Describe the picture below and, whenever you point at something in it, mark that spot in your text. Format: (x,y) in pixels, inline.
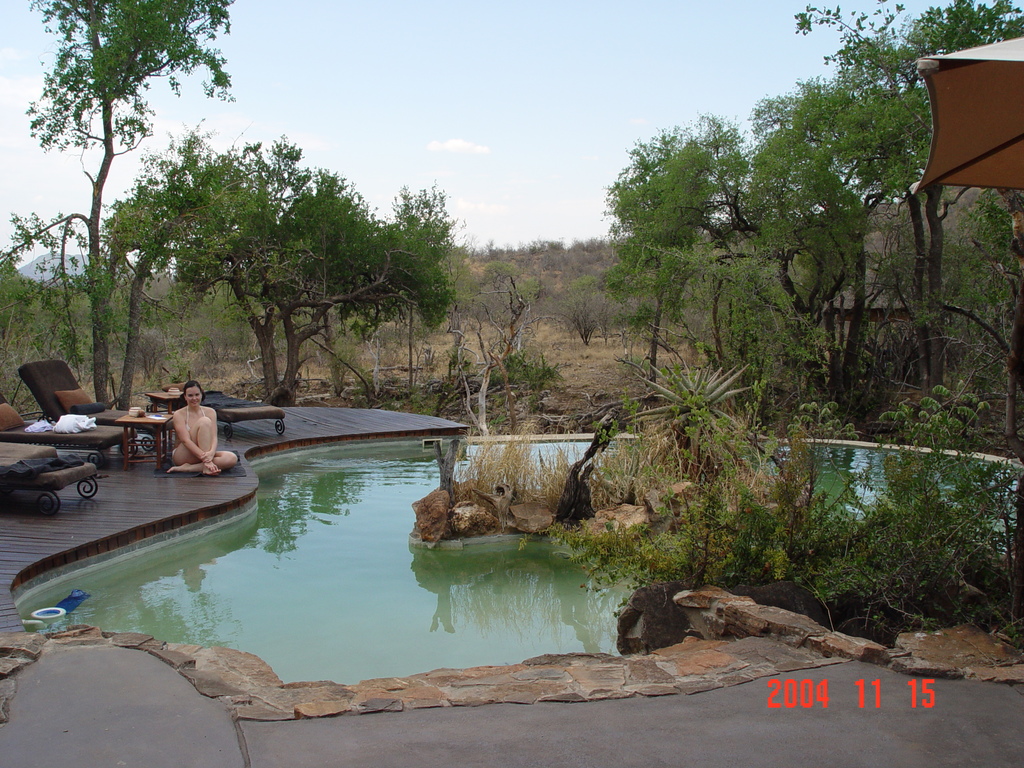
In the image we can see there is a woman (191,463) who is sitting on the deck (206,495) and there is a swimming pool (407,567) in front of her and there are trees (628,239) and plants (706,505) all around and there are chairs (61,377) which are used for resting.
